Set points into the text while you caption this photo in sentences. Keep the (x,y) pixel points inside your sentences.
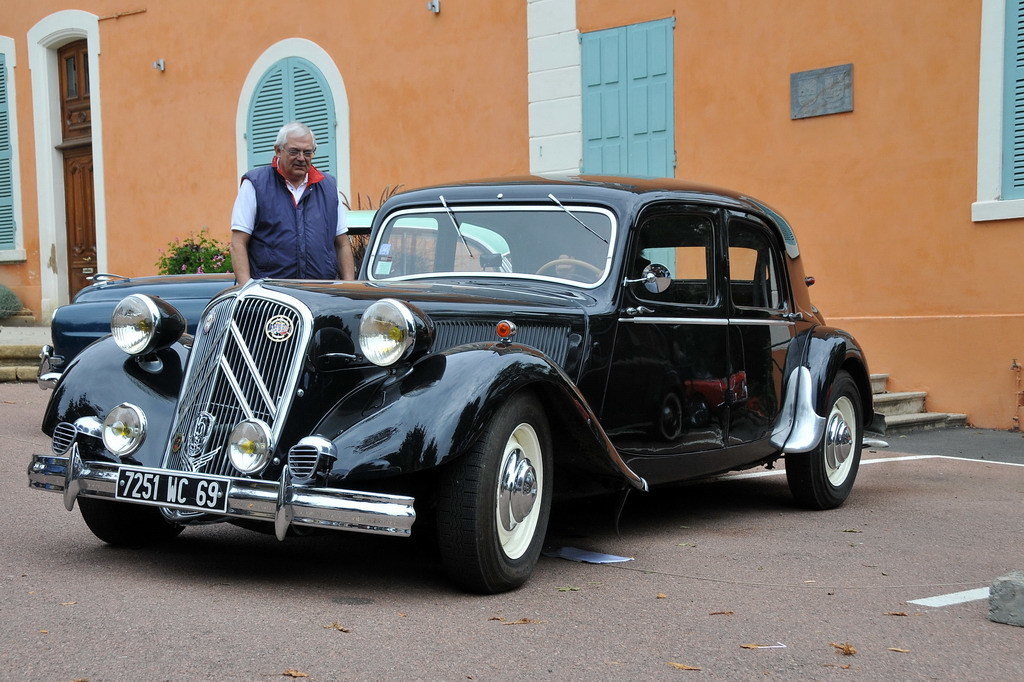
In the center of the image (559,382), we can see a car (524,496) on the road (662,534) and in the background (302,133), there is a person (287,136) and we can see a door (95,228), plants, stairs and we can see windows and a board (834,110) on the wall (866,201).
